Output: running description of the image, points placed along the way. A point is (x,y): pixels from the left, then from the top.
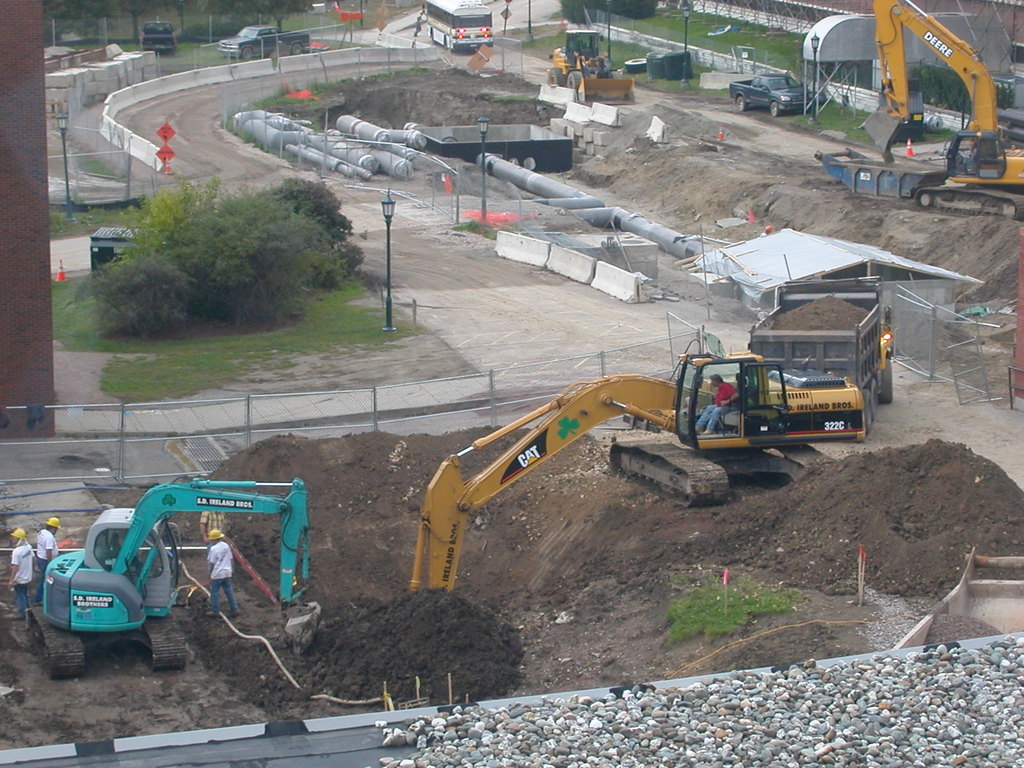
In this image I can see fleets of vehicles (729,454), cranes (715,451), group of people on the ground (482,323), pipes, light poles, mud (843,487) and concrete (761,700). In the background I can see trees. This image is taken may be during a day.
